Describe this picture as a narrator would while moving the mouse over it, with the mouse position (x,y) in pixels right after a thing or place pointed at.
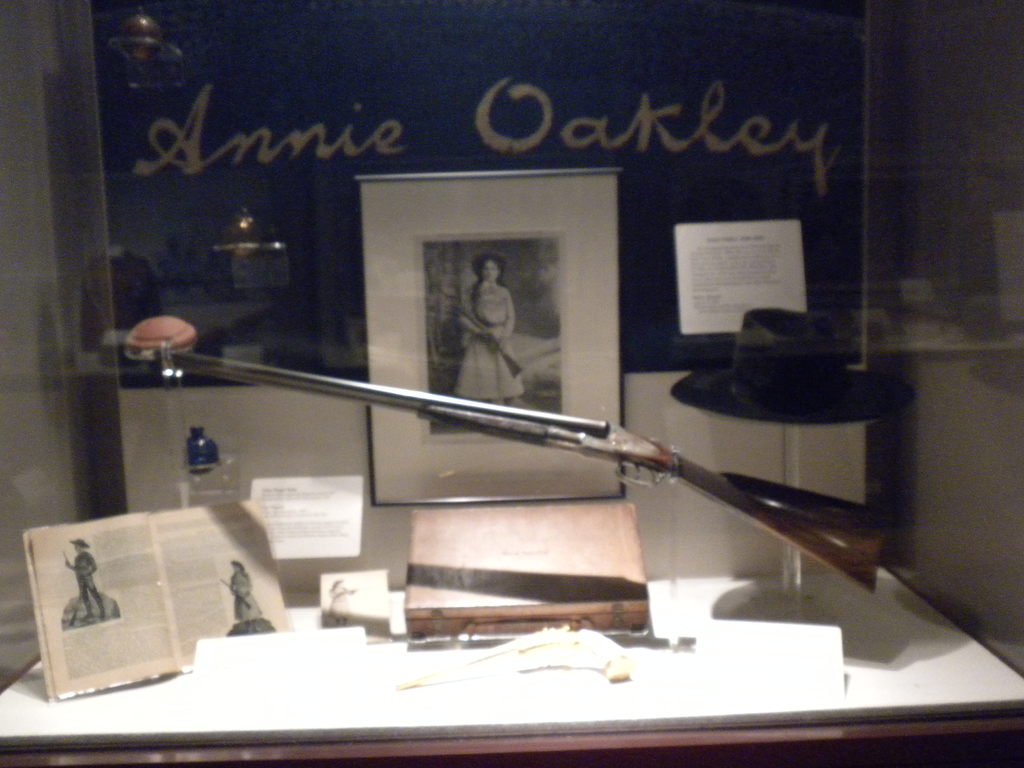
In this picture there is a frame (581,486) and there is a book (229,529) and hat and gun (806,527) and there are boards (758,668) and objects (572,657) on the table (916,630). In the foreground (33,563) there is a glass (923,250) and there is reflection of objects (134,335) on the glass (273,281). At the back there is a text (816,172).
